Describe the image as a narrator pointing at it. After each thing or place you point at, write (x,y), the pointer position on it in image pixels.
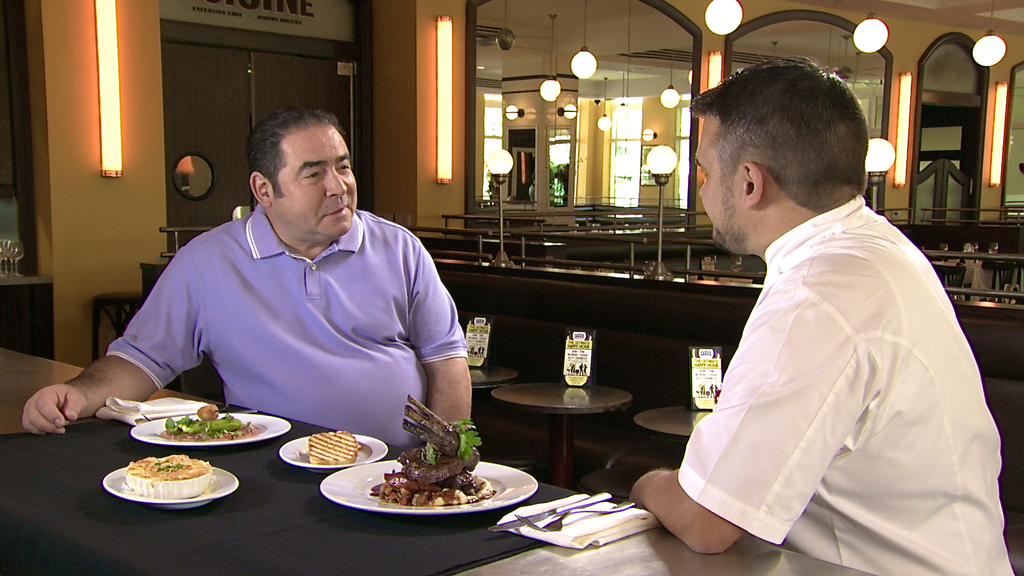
In this image there are two men (433,370) sitting on the stools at the table (291,481). On the table (237,529) there are plates (330,489), tissues (580,533) and cutlery (565,513). There is food (197,438) on the plates (398,472). Behind them there are many tables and stools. There are lamps (587,48) hanging to the ceiling (645,32). There are tube lights (449,39) on the wall (136,4). In the background (579,94) there are windows (558,161) and doors (934,115) to the wall (898,59). To the left (12,256) there are glasses (9,273) on a table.
